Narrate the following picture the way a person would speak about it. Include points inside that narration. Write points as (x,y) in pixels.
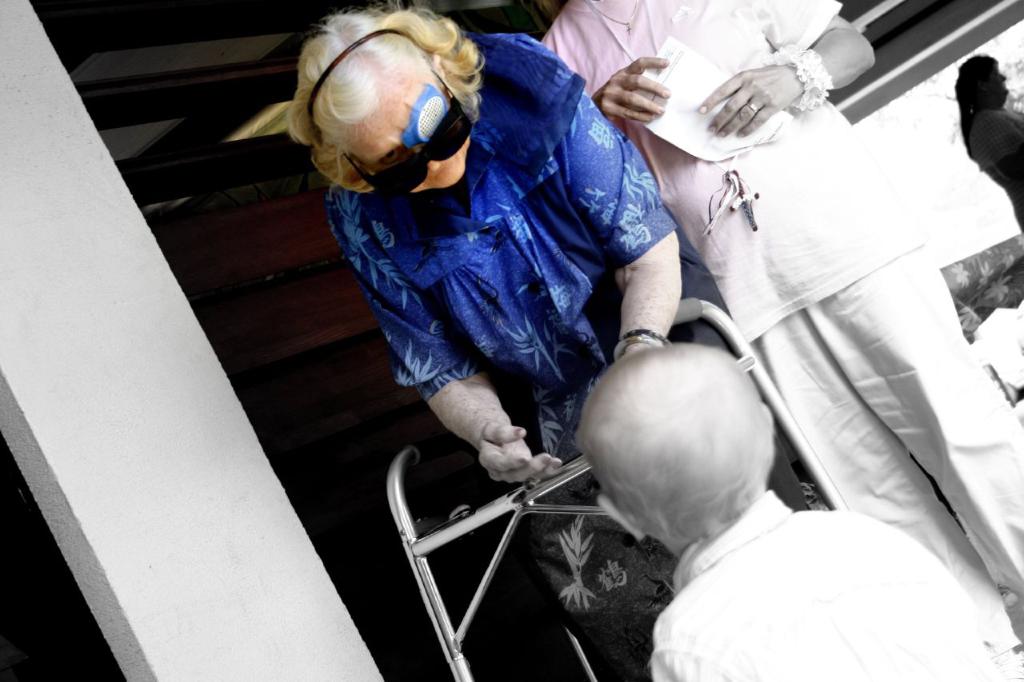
In this image I can see three people (587,318) with different color dresses (557,282). One person (536,327) is wearing the black color glasses (408,167) and I can see there is a steel metal rod (461,514) in-front of one person (545,445). To the right (1005,127) I can see one more person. To the left (54,392) I can see the pillars (140,462).
